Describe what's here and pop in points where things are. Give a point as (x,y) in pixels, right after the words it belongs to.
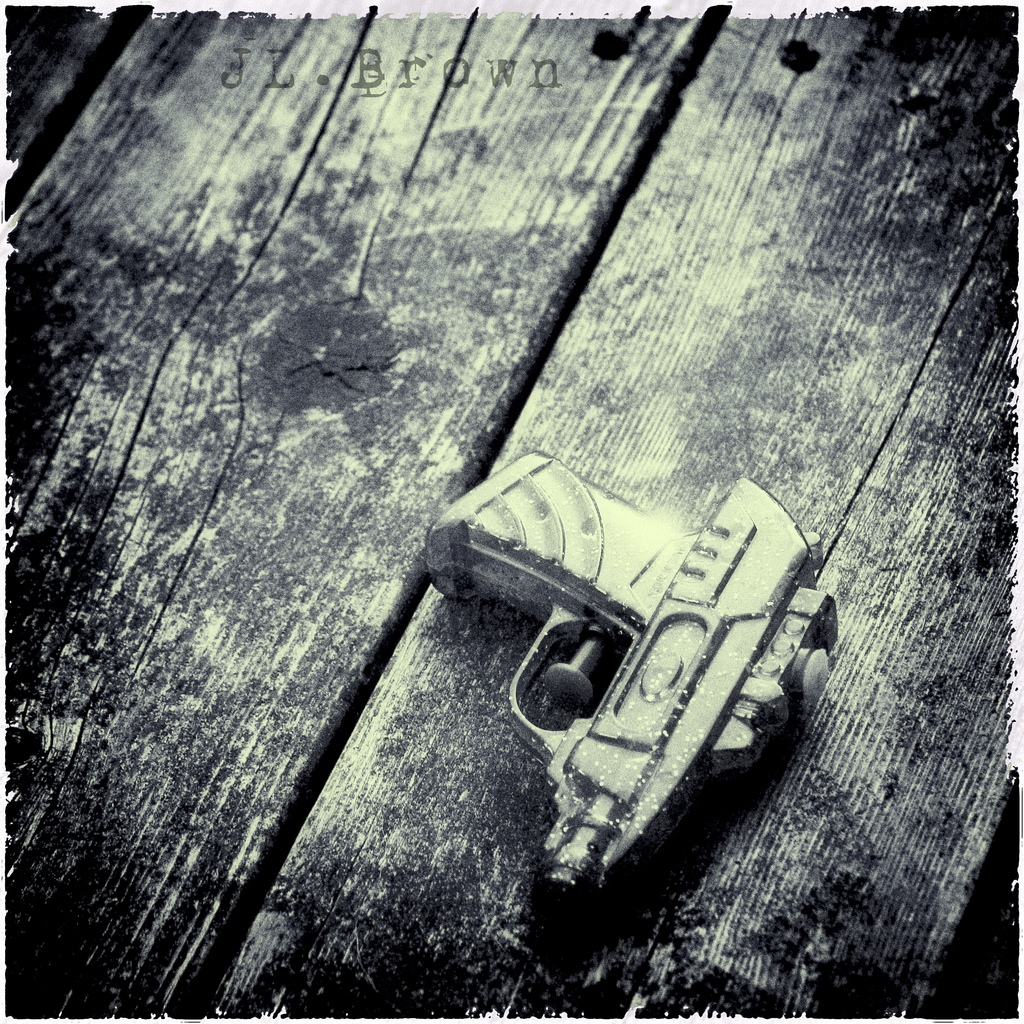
In this image we can see a gun (622,665) on the wooden surface (624,389). There is some text (380,76) at the top of the image (376,77).
